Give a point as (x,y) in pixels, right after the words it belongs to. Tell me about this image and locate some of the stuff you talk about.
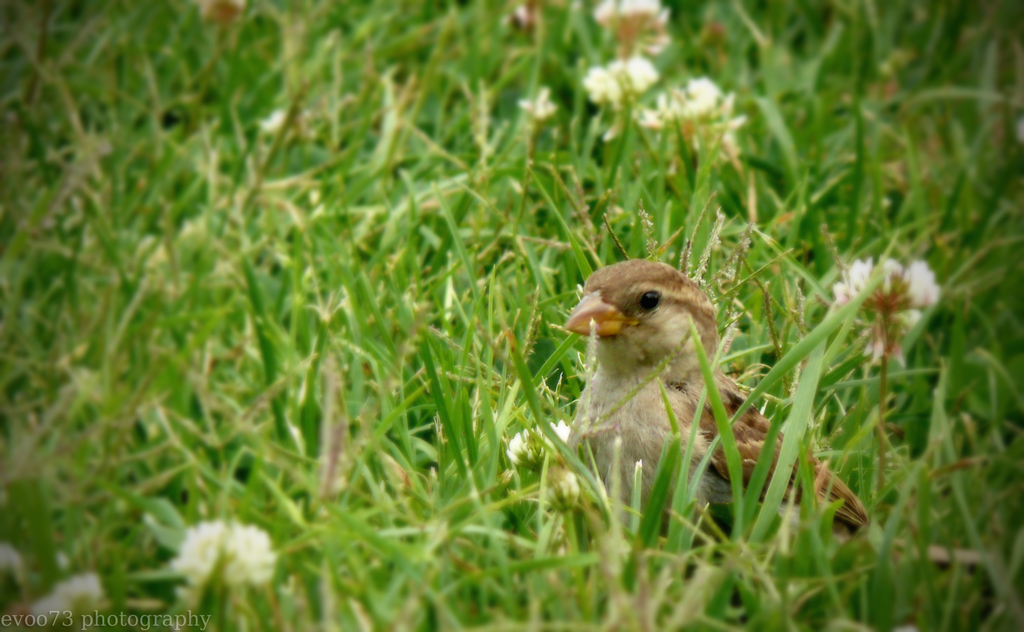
In this picture we can see a bird (612,450) on the grass (738,471) and behind the bird (659,352) there are plants (665,74) with flowers (654,44) and on the image there is a watermark (109,620).
